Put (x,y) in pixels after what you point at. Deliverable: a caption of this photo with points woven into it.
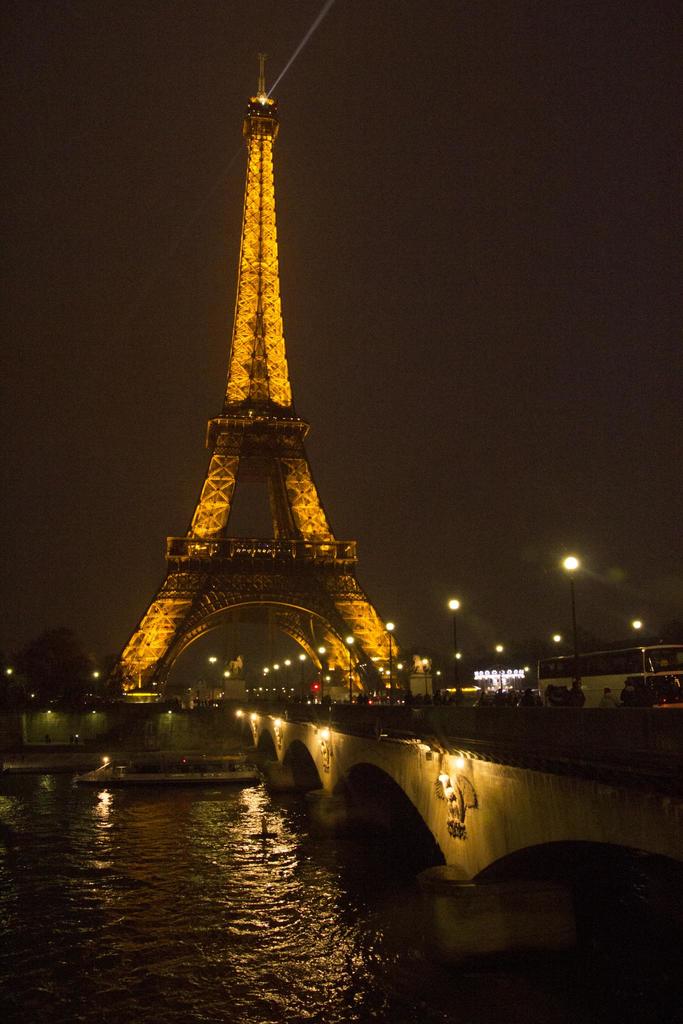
In this picture there is a boat (174,771) on the water (186,806) and there is a bridge (456,778) in the right corner (465,763) and there is an Eiffel Tower (262,386) and few street lights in the background (292,612).
